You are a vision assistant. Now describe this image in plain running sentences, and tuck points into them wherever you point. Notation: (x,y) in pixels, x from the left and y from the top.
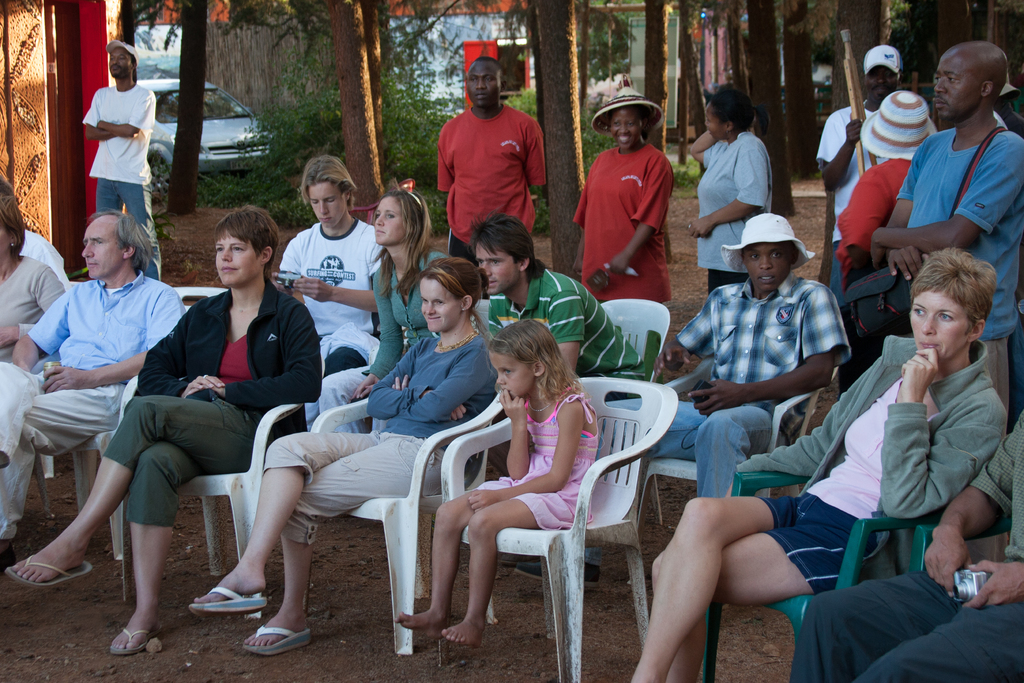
In this picture there are group of people (987,401) who are sitting on the chair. There are few people (906,99) standing. There is a car (215,113). There are trees (392,53) and a red object (485,49) at the background (453,48).
